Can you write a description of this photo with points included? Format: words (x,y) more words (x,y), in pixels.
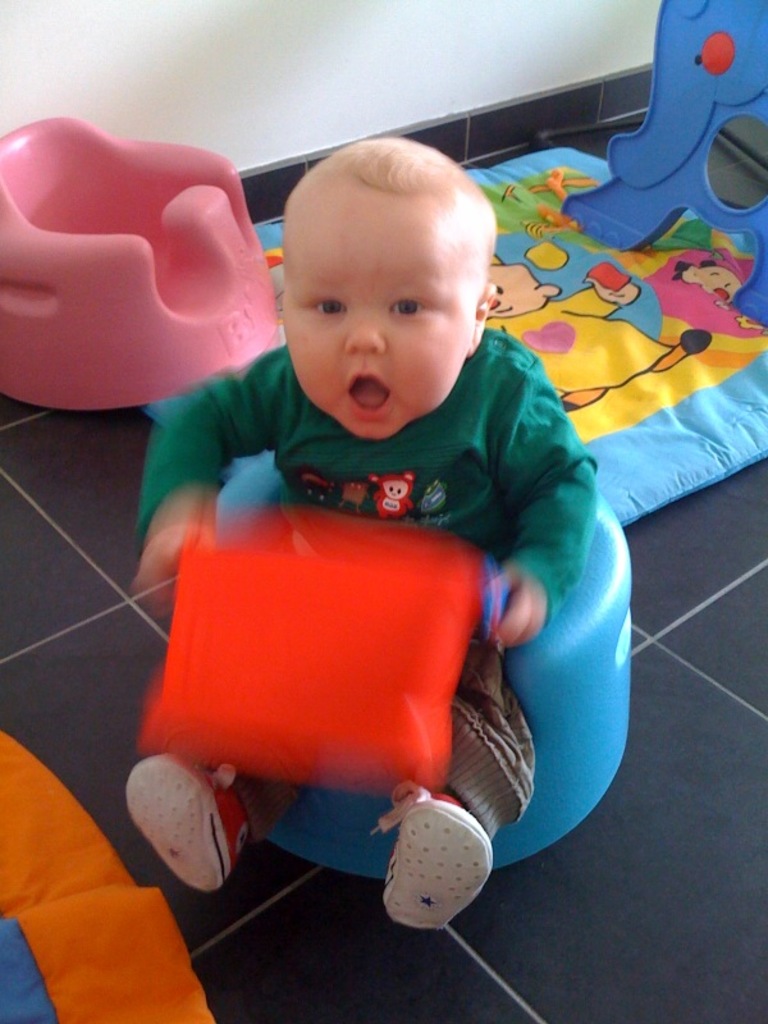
In this image we can see a kid (494,667) is sitting on a stool (542,799) and holding something in a hand (529,621) and wore a green color dress (500,524).
